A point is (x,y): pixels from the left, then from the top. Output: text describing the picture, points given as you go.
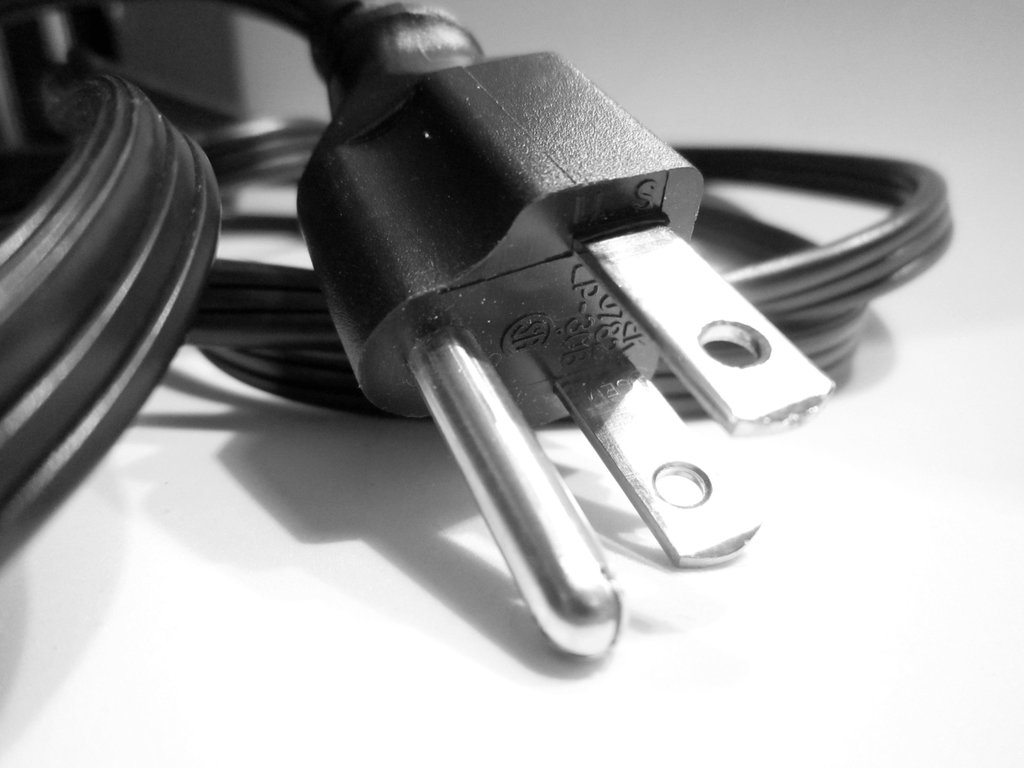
In this image I can see wire (265,137) and plug (524,143) which is in black color.
